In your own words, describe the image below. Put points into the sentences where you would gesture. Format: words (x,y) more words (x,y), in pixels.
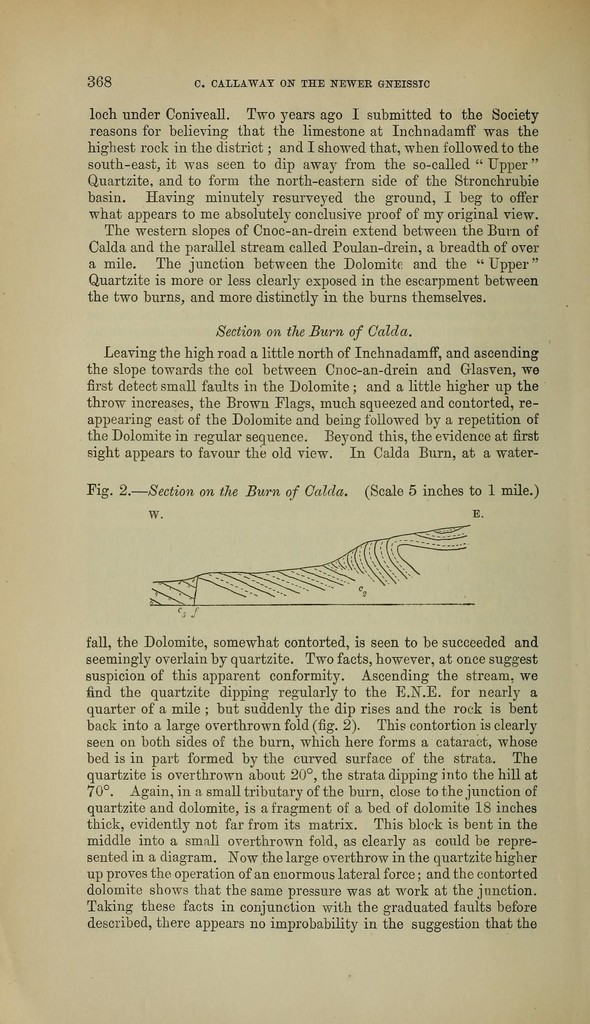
In this image we can see a paper (192,467) with the text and also the diagram (331,586).
